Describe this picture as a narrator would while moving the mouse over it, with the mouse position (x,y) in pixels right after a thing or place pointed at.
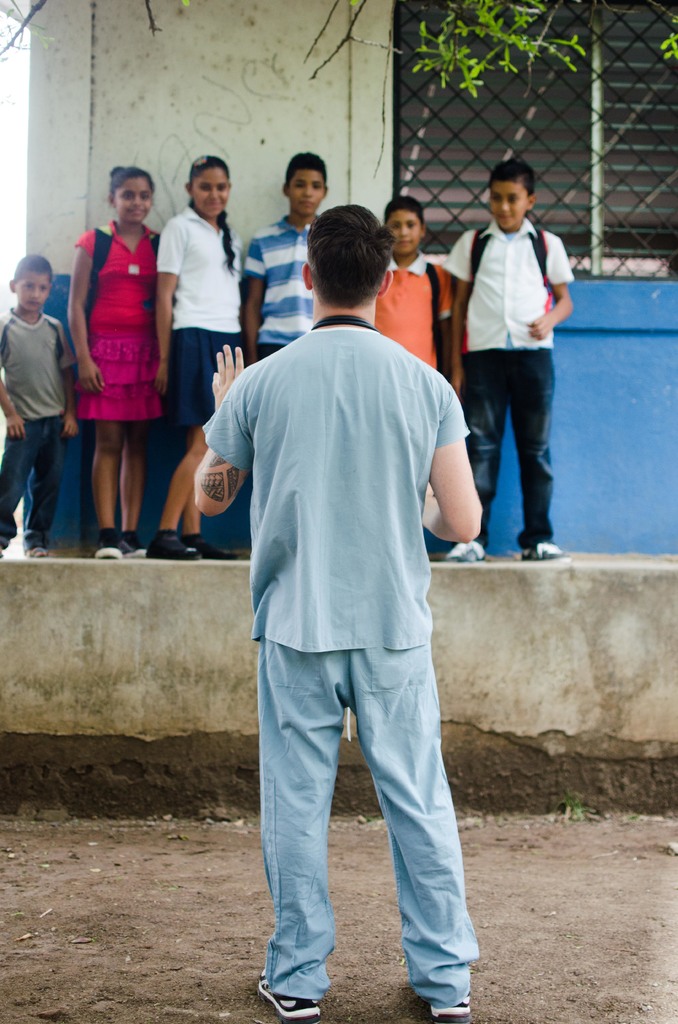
In this image there is a person (279,555) standing on the surface (335,877), in front of the person (305,871) there are few children's (468,272) standing in front of the building (217,126). At the top of the image (464,35) we can see there are leaves (499,34) of a tree (449,54).
